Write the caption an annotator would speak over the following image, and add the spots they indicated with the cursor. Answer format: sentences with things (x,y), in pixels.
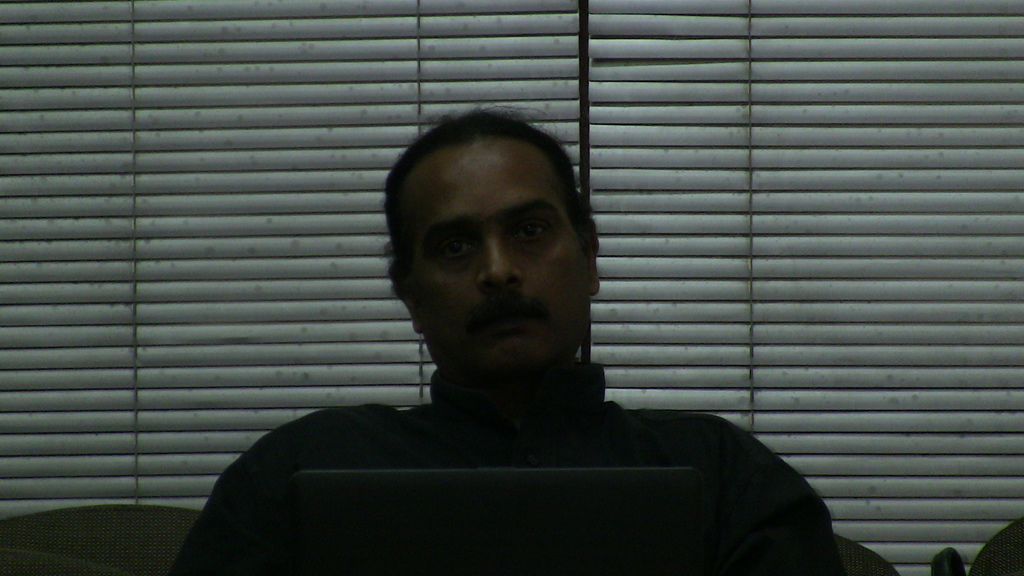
In this image we can see a man (510,285) and a laptop (457,478). On the backside (294,270) we can see a window curtain (217,211).
